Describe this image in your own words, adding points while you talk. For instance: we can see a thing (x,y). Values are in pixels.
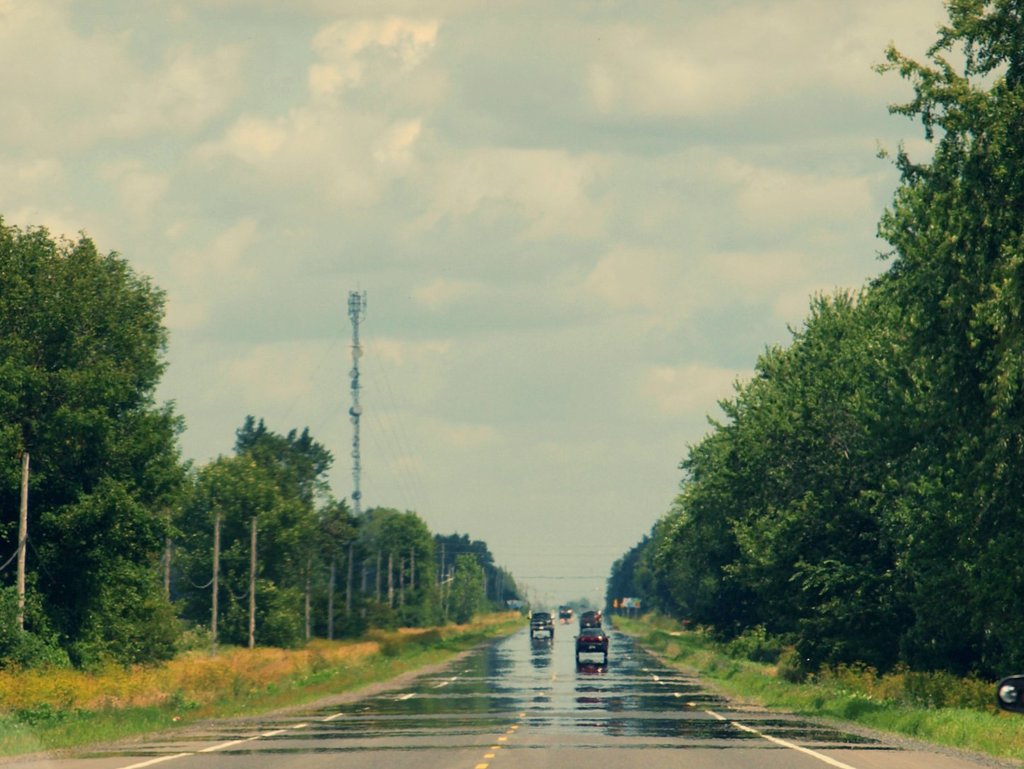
There are vehicles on the road (525,744). Here we can see grass (760,700), plants (771,653), trees (396,618), and poles (253,606). There is a board (634,601). In the background (629,373) there is sky (514,190) with clouds (312,195).
